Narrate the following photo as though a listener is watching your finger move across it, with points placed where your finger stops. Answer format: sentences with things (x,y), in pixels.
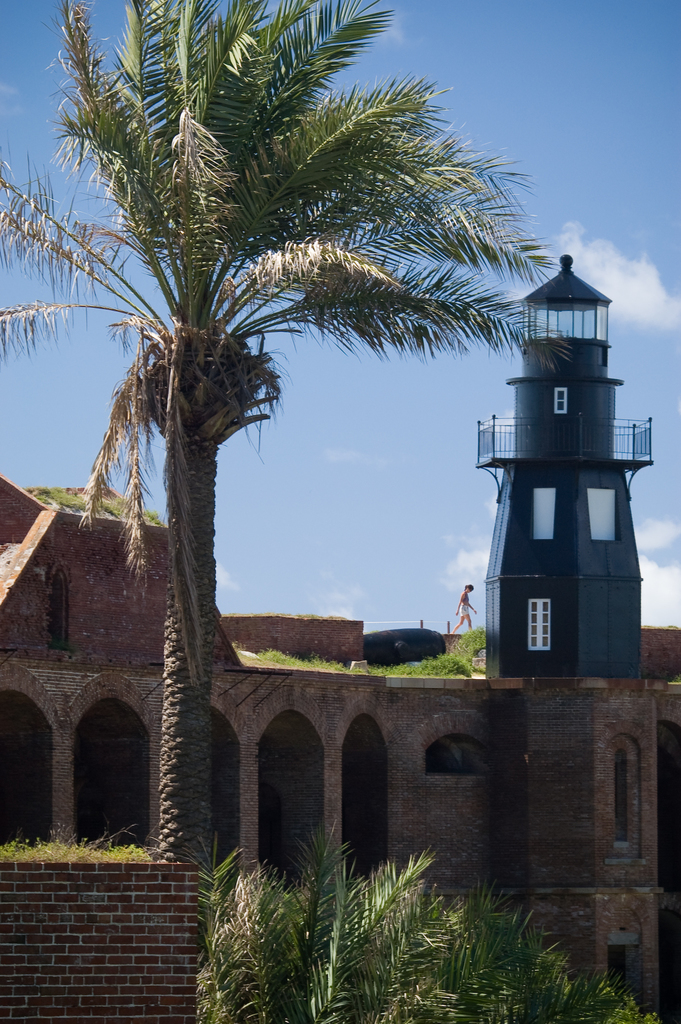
In this image, we can see a building (249,625), tower (505,594) and trees (210,619) and we can see a person (464,600) walking and some poles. At the top (542,170), there are clouds (346,600) in the sky (602,271).
